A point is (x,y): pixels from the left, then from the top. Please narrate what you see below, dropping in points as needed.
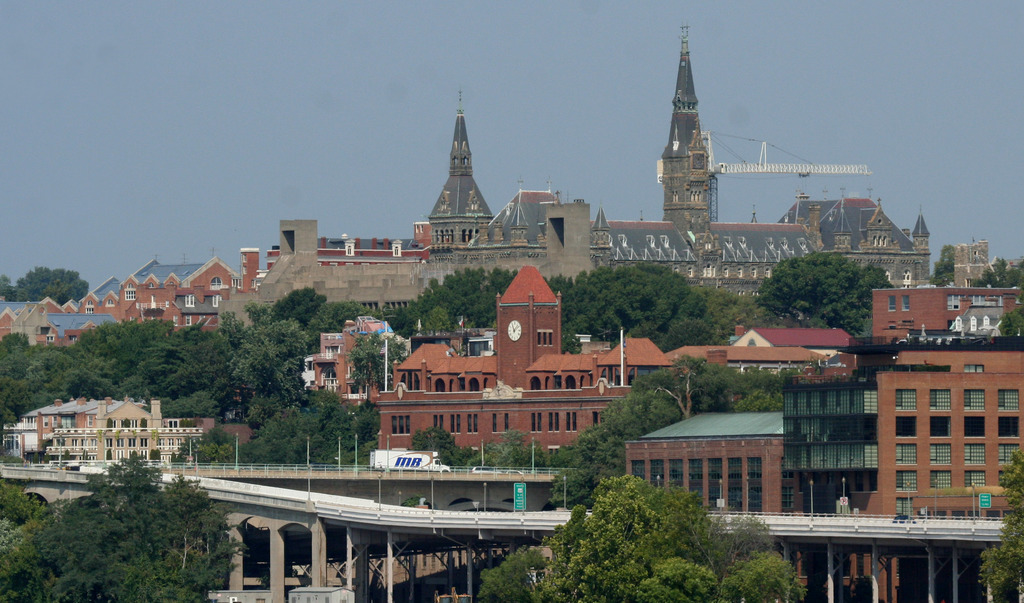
In this image we can see buildings (580,364), trees (289,452), bridge (276,477), motor vehicles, pillars (321,564), street poles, street lights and sky (895,214).
